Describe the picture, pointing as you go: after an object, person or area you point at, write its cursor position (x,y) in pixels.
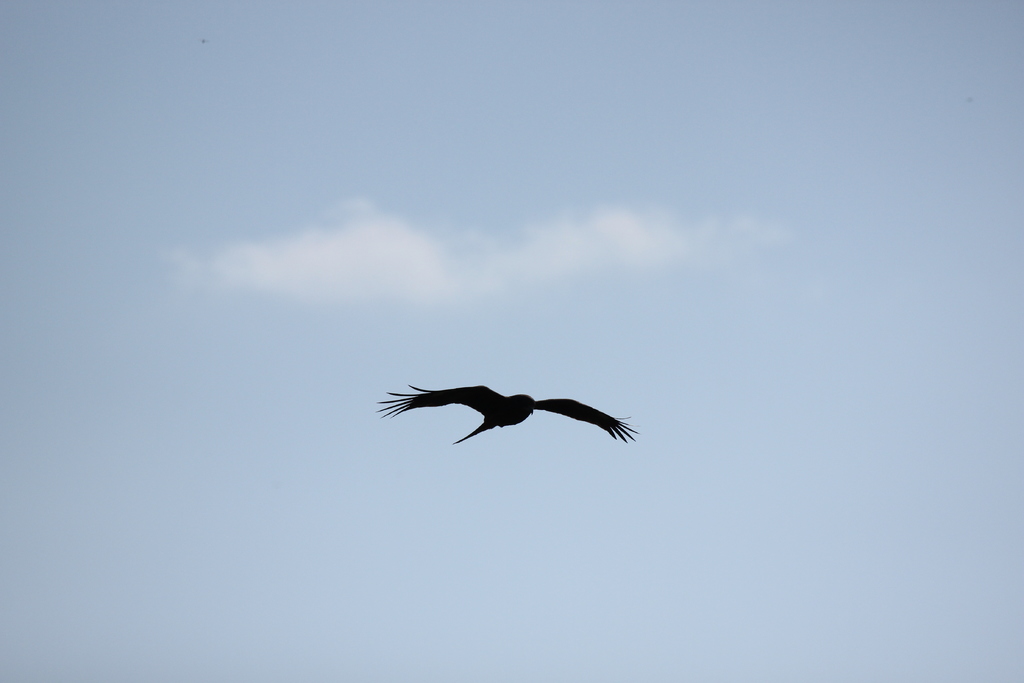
In this image there is a bird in the air (638,510). In the background of the image (638,187) there is sky (638,191).
